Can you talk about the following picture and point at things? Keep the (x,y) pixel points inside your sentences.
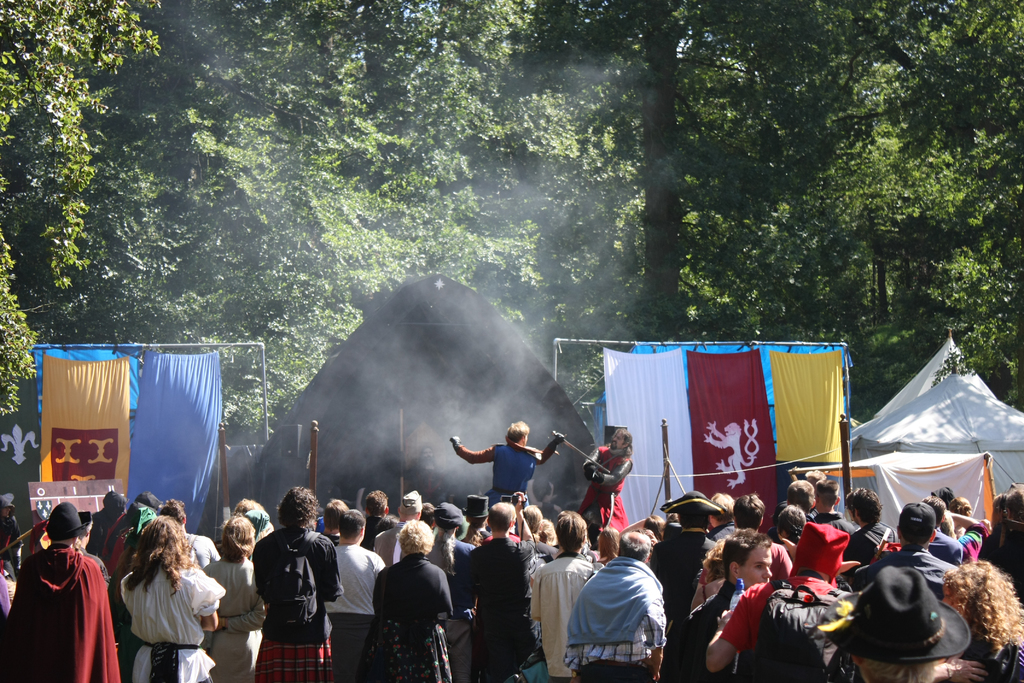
This is an outside view. At the bottom (381,585), I can see a crowd of people (443,532) standing facing towards the back side (496,589). In the background (505,468) two persons (541,459) are fighting. There are few tents (961,436) and curtains (679,411) are hanging to the metal rods (583,340). In the background (417,198) there are many trees (508,195).
